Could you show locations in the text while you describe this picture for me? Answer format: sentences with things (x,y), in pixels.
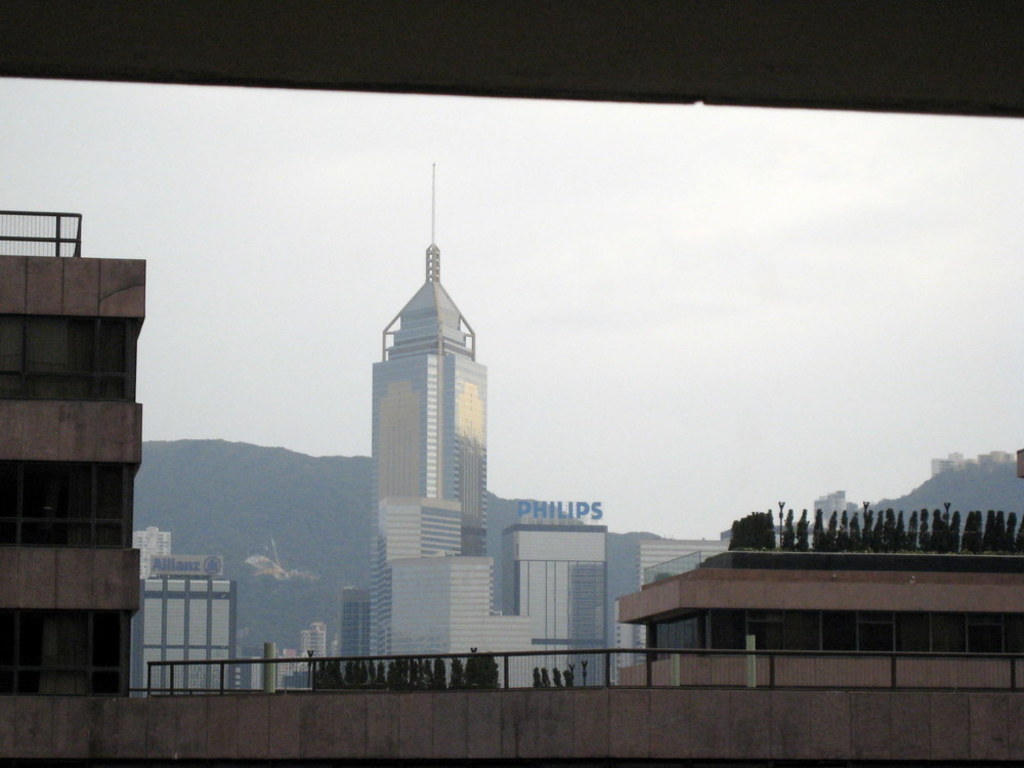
In this picture, there are many buildings (402,451) and trees (406,668). We see hills (227,498) in the background (278,559). At the top of the picture (551,227), we see the sky (749,360) and this picture might be clicked inside the city.
